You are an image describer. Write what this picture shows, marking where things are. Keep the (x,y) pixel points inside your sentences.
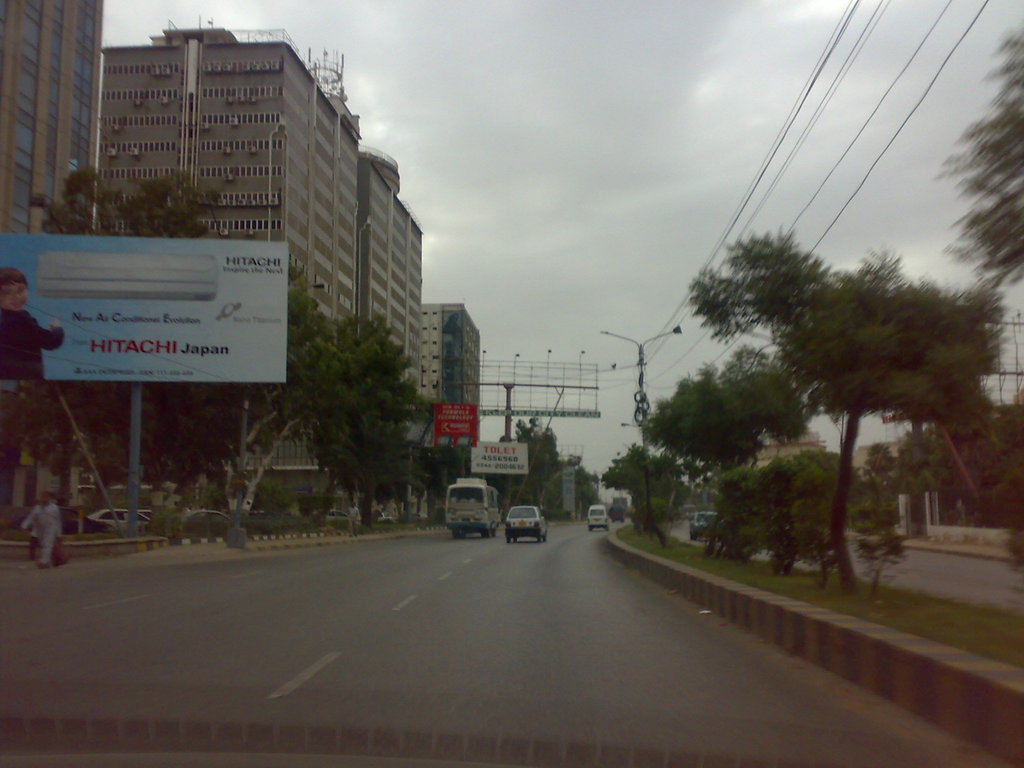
In this picture we can see few people (36,538) and few vehicles (467,529), on the left side of the image (142,333) we can see a hoarding (186,370), in the background (167,386) we can find few trees (82,397), buildings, poles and cables (721,252).
